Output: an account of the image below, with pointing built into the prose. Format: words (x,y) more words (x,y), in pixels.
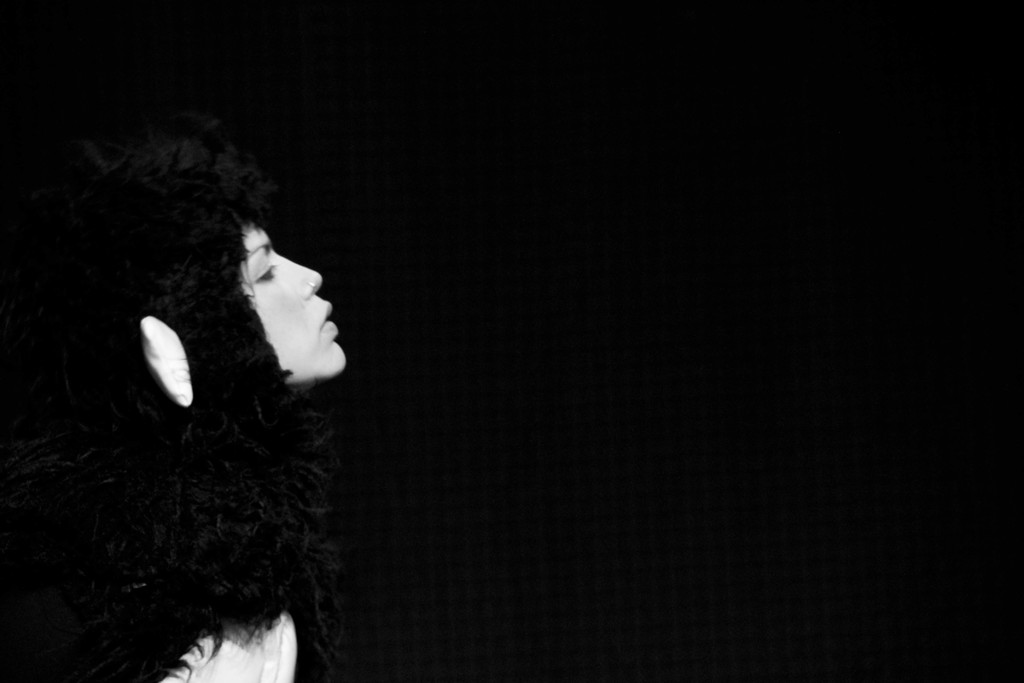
In this image I can see a woman (215,371) visible on the left side (212,398) and background (14,73) is dark.
